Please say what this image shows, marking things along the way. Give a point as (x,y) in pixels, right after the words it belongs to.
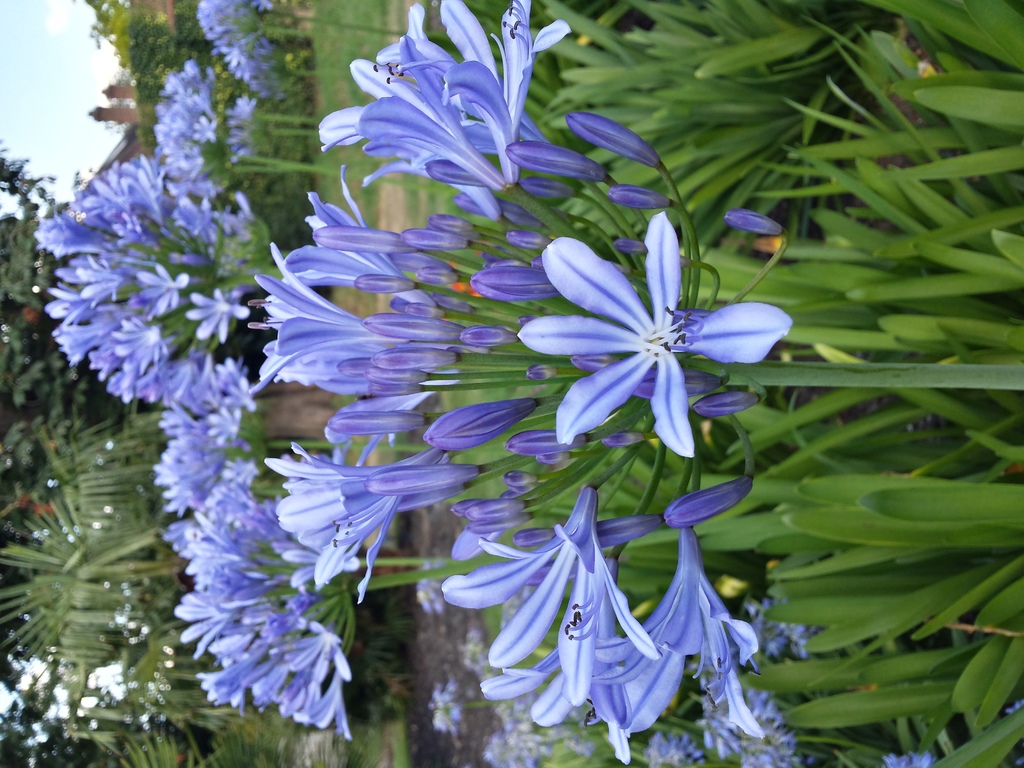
In this image I can see in the middle (417,259) there are flower plants (769,317). In the left hand side (38,64) top, it is the sky (17,146), on the left side (15,264) there are trees (120,477).
